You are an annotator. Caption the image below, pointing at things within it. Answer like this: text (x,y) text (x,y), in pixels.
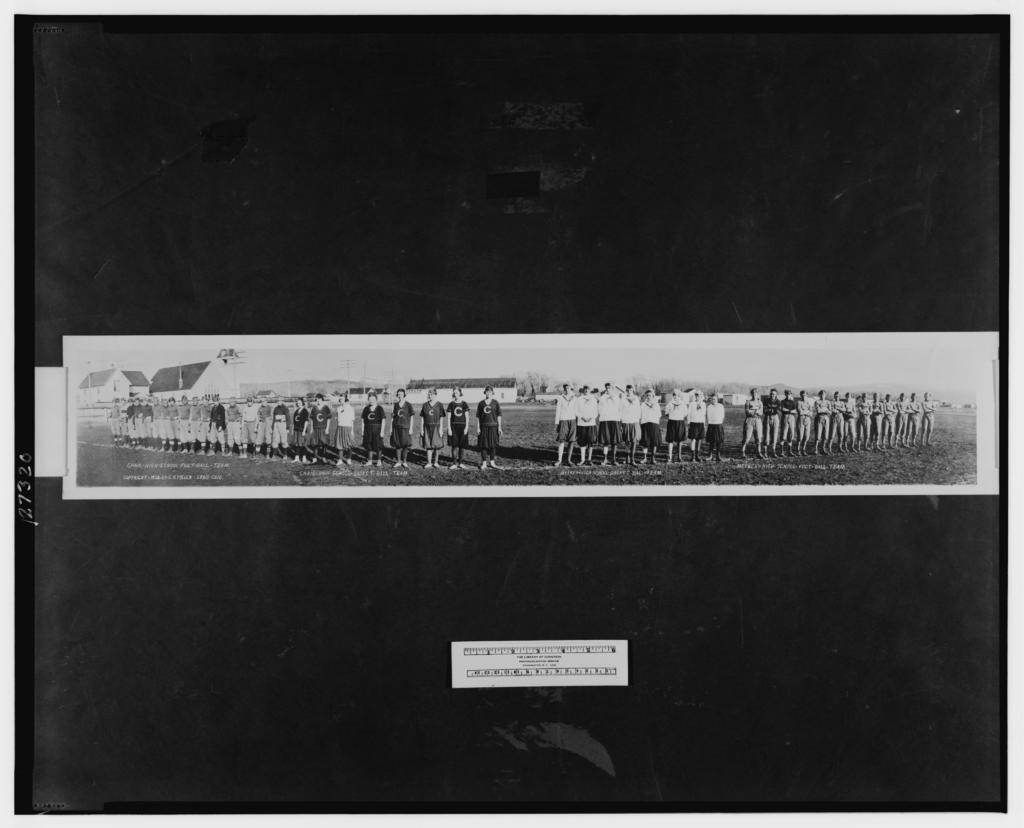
In this image we can see a group of persons photo (359,434) and a sticker (471,666), sticked to the wall (449,542).
